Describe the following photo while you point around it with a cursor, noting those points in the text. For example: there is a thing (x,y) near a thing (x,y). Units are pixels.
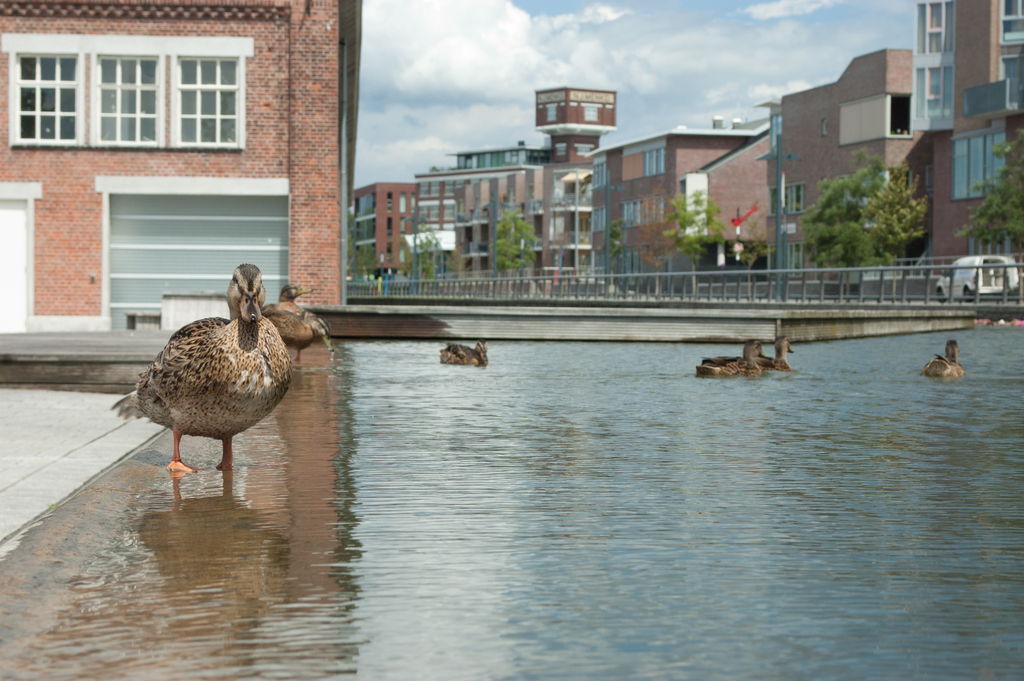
In the image in the center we can see few birds (253,414) in the water (579,422). In the background (583,50) we can see the sky (400,165), clouds (381,162), buildings (325,153), windows (986,178), poles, trees (1003,210), fence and one vehicle (986,289).
